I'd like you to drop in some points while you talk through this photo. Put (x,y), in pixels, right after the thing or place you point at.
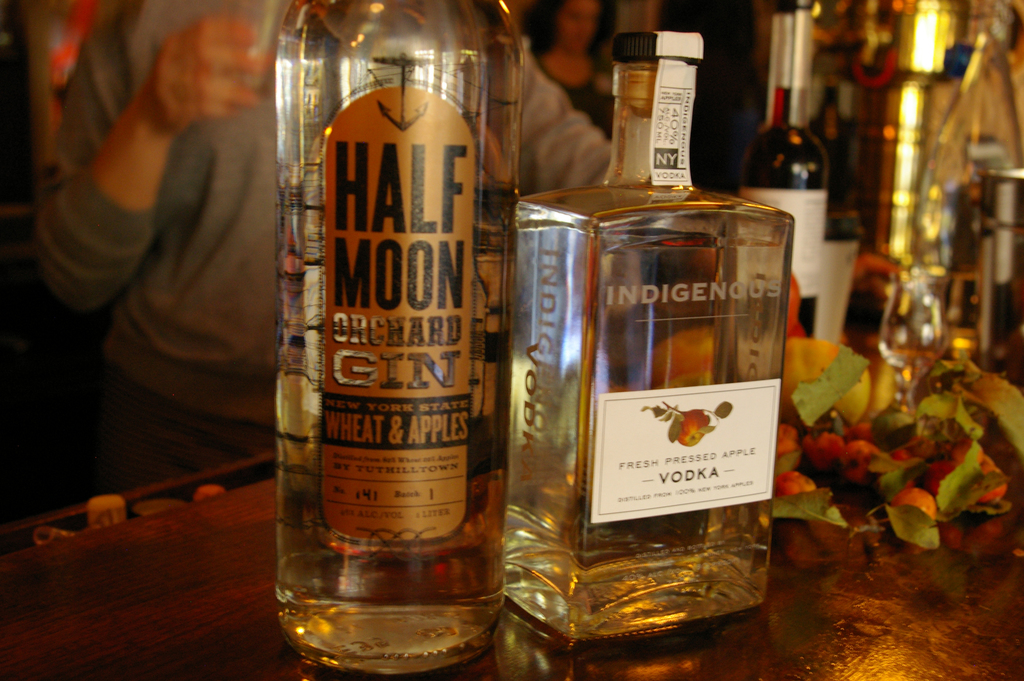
In this picture we can see two glass bottles (638,124) and on this are on a table (226,623) and on this table (869,564) we have some plant (845,383) and in the background (191,129) we can see a man (187,148) or a person (246,150) standing and some light (936,58) here it is a glass (900,338).
